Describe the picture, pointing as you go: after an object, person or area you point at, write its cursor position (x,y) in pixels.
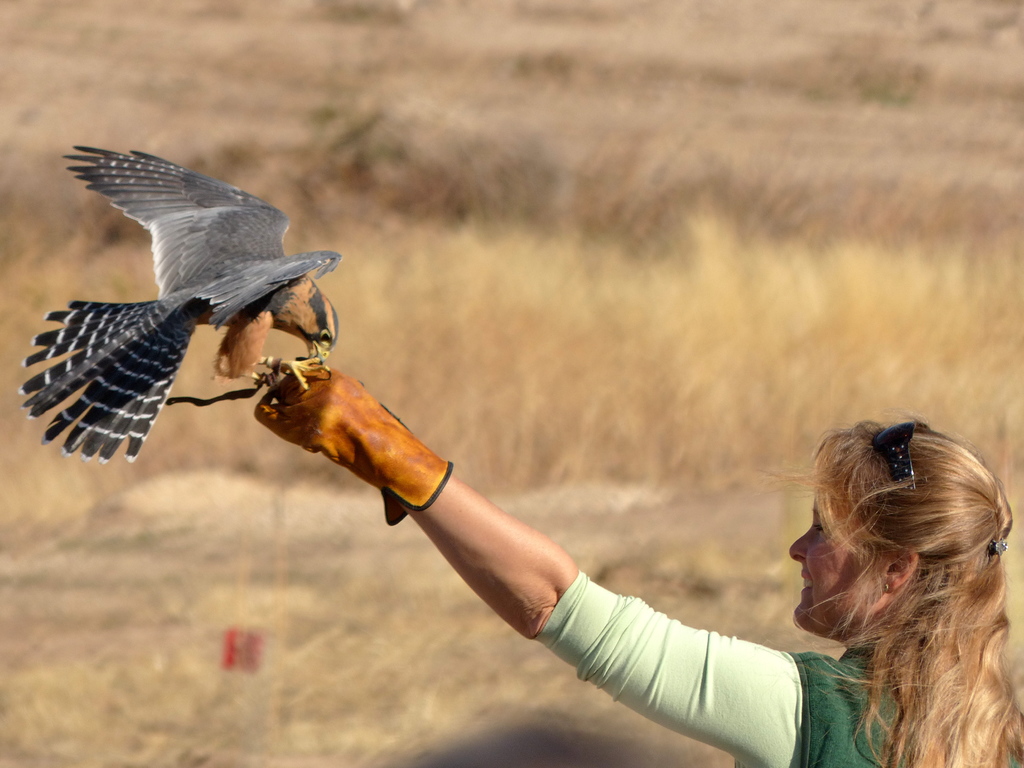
In the foreground of the picture (896,680) there is a woman (331,453) stretching out her hand (318,394), on her hand (367,432) there is a falcon (259,275). The background (16,637) is blurred.
